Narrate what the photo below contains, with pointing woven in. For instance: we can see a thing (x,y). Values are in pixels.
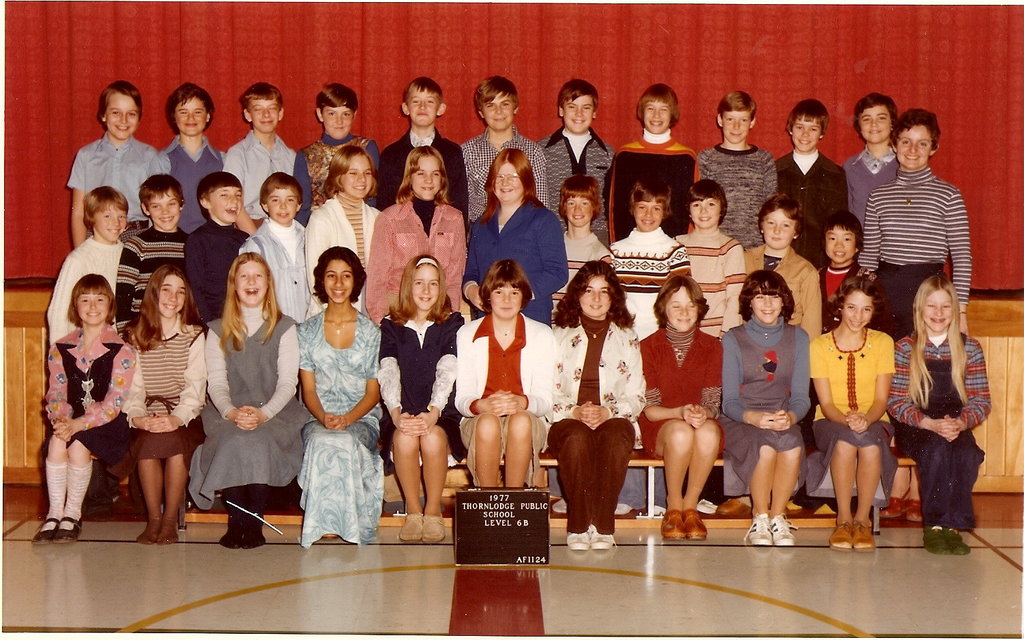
In this image there are a few people (396,312) and children's (216,297) are sitting and standing with a smile on their face (425,294), there is an object (481,521) with some text (493,515) is placed on the floor (756,603). In the background (456,46) there is a wall (179,58).
